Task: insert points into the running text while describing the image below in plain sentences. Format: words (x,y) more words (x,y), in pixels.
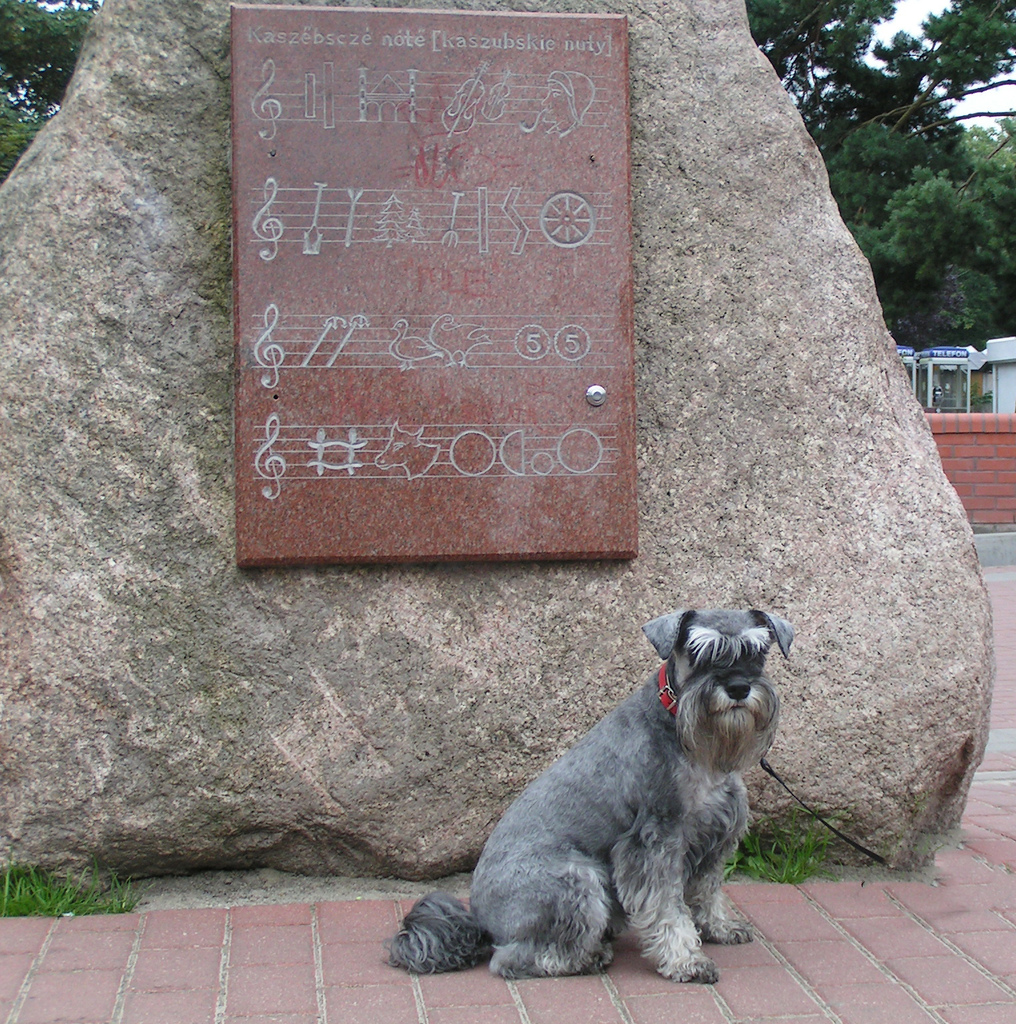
In this image there is a dog (661,817) sitting on the path (283,956), behind the dog (571,777) there is a rock (112,547) and a board (392,323) with some images (416,359) on it. In the background (923,316) there is a building (995,392), fencing wall (975,432) and trees (900,137).
